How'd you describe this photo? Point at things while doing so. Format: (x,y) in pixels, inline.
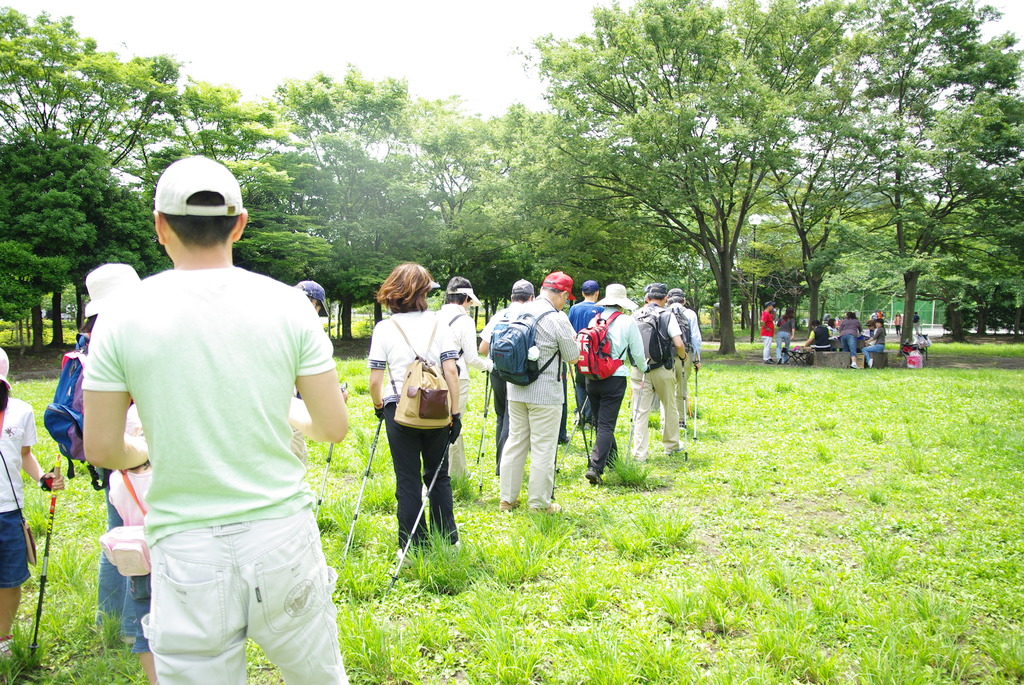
This picture might be taken in a garden (891,569). In this image, on the right side (1005,112), we can see some trees (999,136) and group of people (870,341) sitting under the tree (892,248) and few people (842,338) are standing. In the middle of the image (455,455), we can see group of people (412,443) standing and few people (442,453) are wearing backpack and holding some sticks (559,465) in their hand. In the background (596,197), we can see some trees (754,197). On the top (436,73), we can see a sky (500,95), at the bottom (737,488) there is a grass (476,603).
